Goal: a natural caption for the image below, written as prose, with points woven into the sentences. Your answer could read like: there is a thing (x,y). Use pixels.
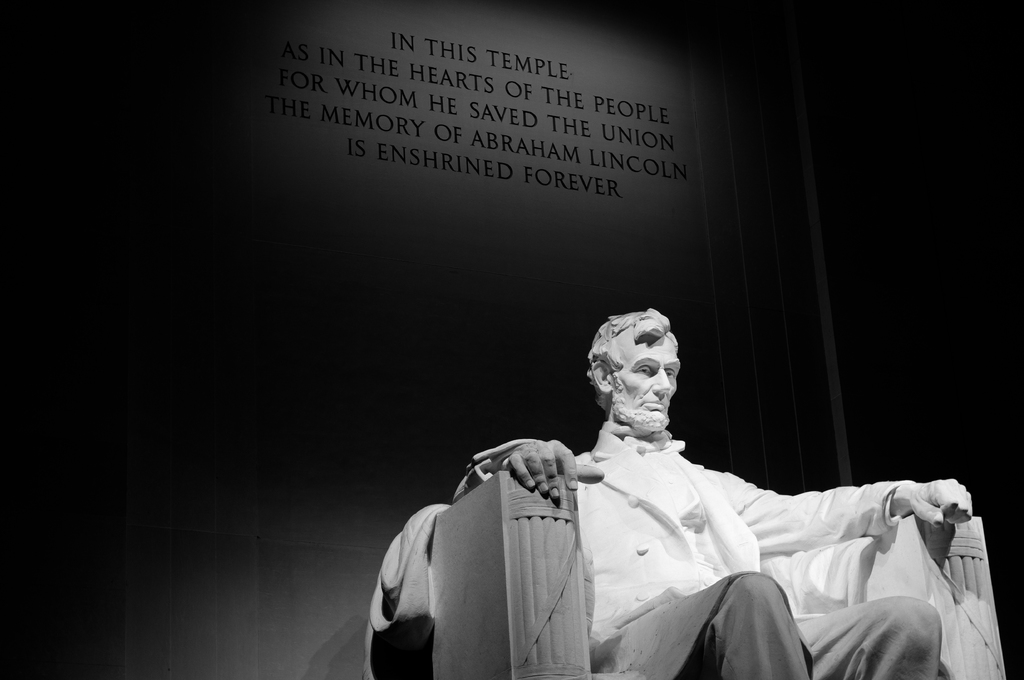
This is a black and white pic and we can see a statue (805,521) here of a person (675,536) sitting on the chair (451,559). In the background (555,204) there is a text (401,95) written on the wall (412,203).
